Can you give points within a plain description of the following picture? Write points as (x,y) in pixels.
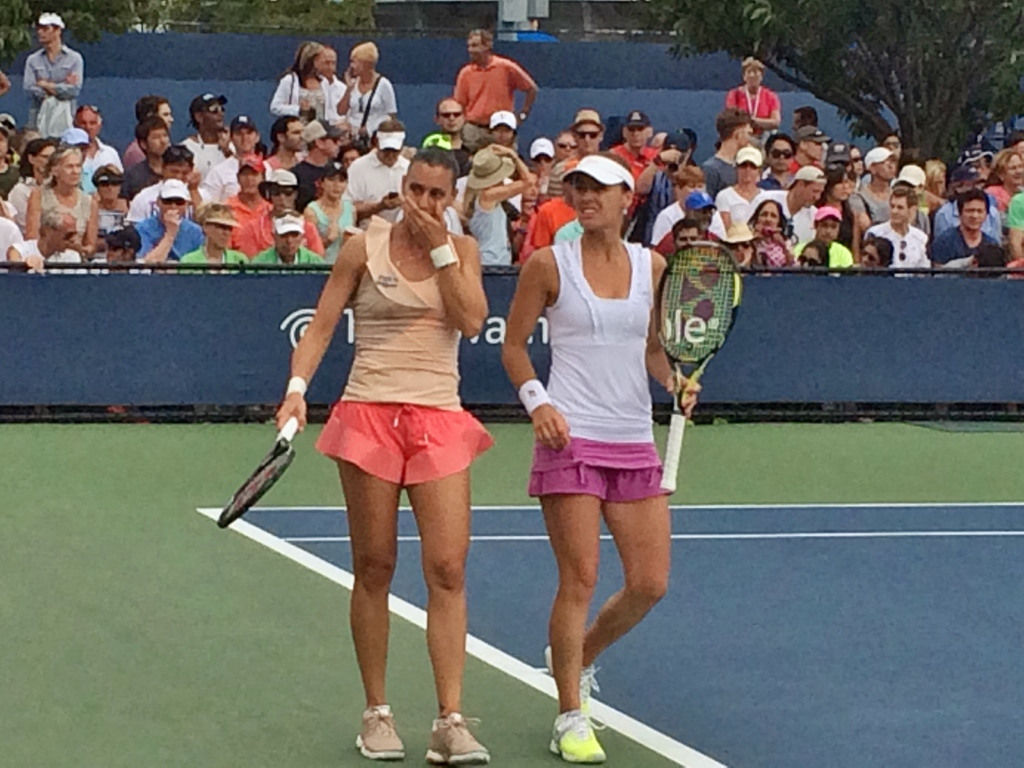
In this image there are two women (596,536) standing on a pitch (469,699) and holding a tennis racket (294,432). On the background (74,174) there is a group of audience (515,242) sitting on a stadium (650,148). On the top right corner (875,69) there is a tree (872,24). On the top (624,26) there is a building (575,9). On the right side (759,373) there is a banner (895,357).
